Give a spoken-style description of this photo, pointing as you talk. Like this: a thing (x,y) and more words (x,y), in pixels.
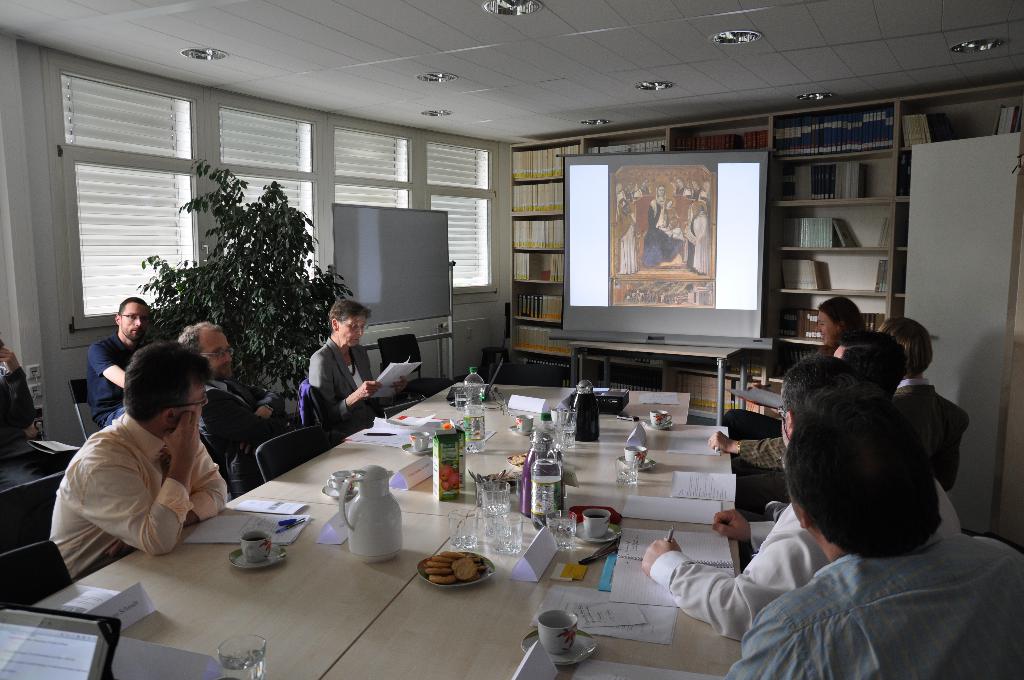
In the image we can see there are people (234,405) who are sitting on chair (31,577) and on the table (432,609) there is kettle (374,553) and in plate (454,576) there are biscuits (463,567), there is cup (564,642) and saucer (587,638), papers (641,592), pen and projector (606,400) and in front of them there is projector screen (625,312).
